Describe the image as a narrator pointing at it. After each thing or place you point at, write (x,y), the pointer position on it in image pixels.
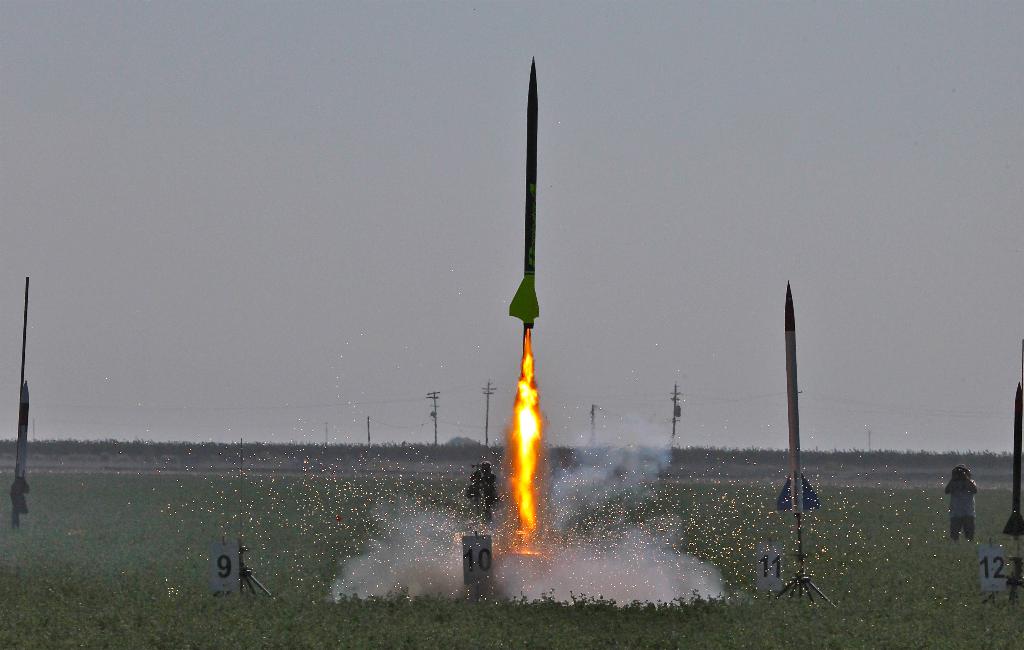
In this image I can see the rockets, fire (534,435), smoke (562,545) and boards (479,581). I can see the person (960,510) standing. In the background (473,456) I can see the poles (435,435), many trees (446,443) and the sky (451,349).
